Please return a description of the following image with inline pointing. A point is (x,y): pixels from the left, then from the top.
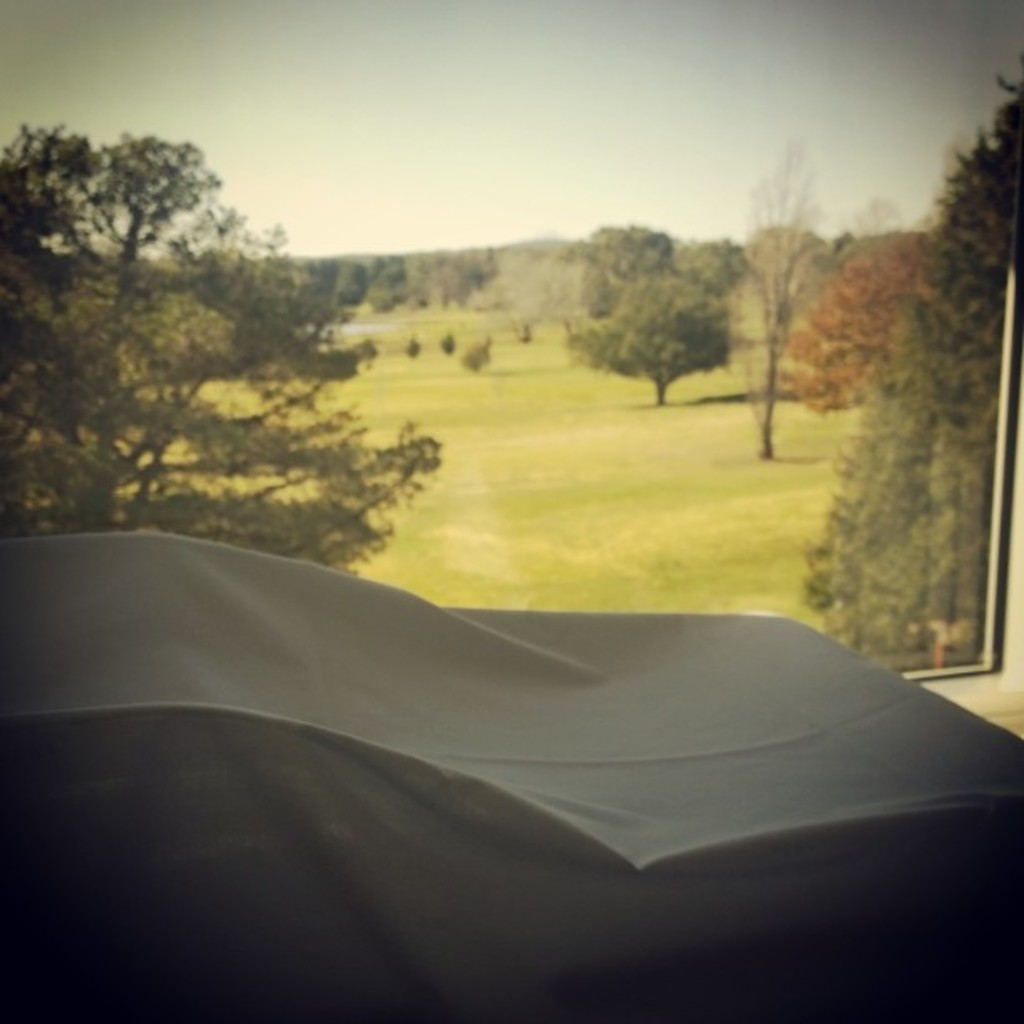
In this image we can see a cloth (755,748). In the background (907,666), we can see a window (939,621) through which we can see a group of trees (719,346), plants (463,358) and grass (782,474). At the top of the image (363,119) we can see the sky (526,49).
